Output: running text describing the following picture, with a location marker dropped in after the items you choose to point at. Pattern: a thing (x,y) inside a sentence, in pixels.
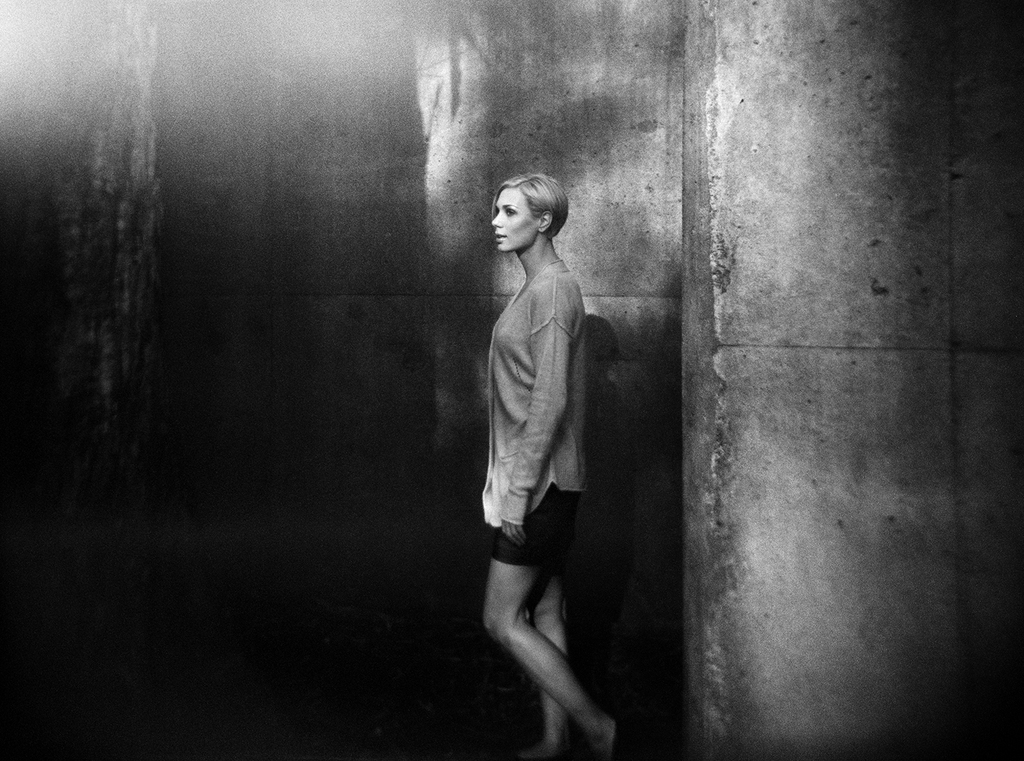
It is a black and white picture. In the center of the image (554,425) we can see one person (536,396) standing. In the background (657,298) there is a wall (402,212).
